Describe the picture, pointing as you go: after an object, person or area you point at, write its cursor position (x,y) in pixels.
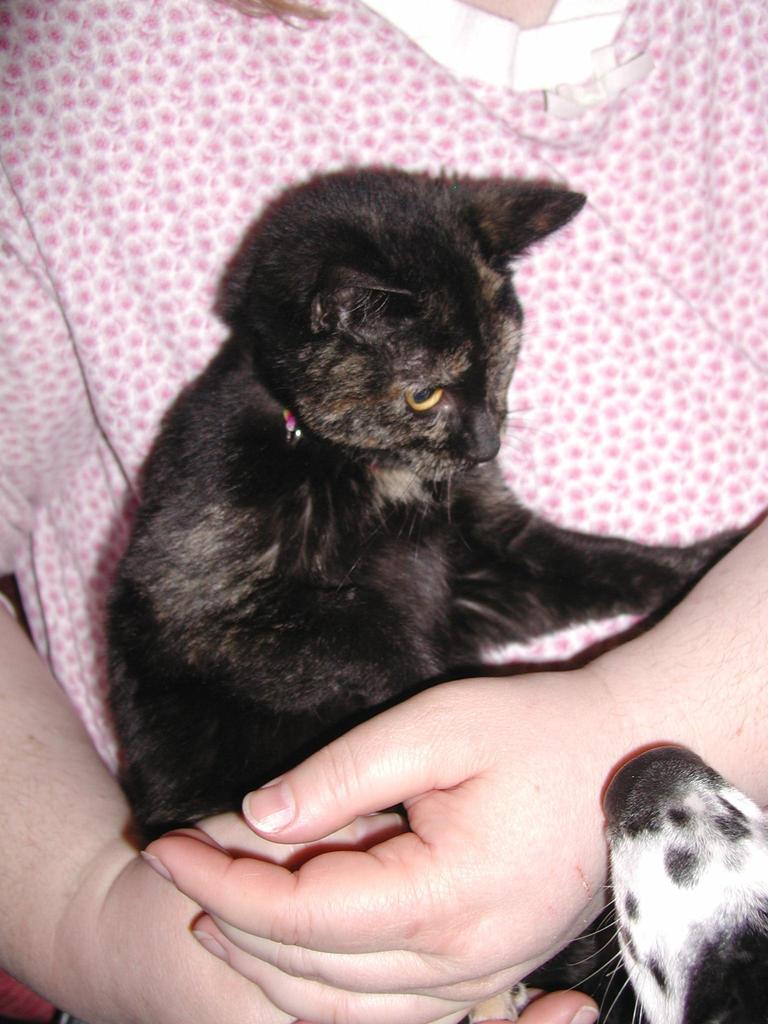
In this picture, we see the woman (546,149) in pink dress (425,88) is holding a black cat (432,542) in her hands (374,750). In the right bottom of the picture (651,813), we see the face (710,851) of the dog (672,846).
